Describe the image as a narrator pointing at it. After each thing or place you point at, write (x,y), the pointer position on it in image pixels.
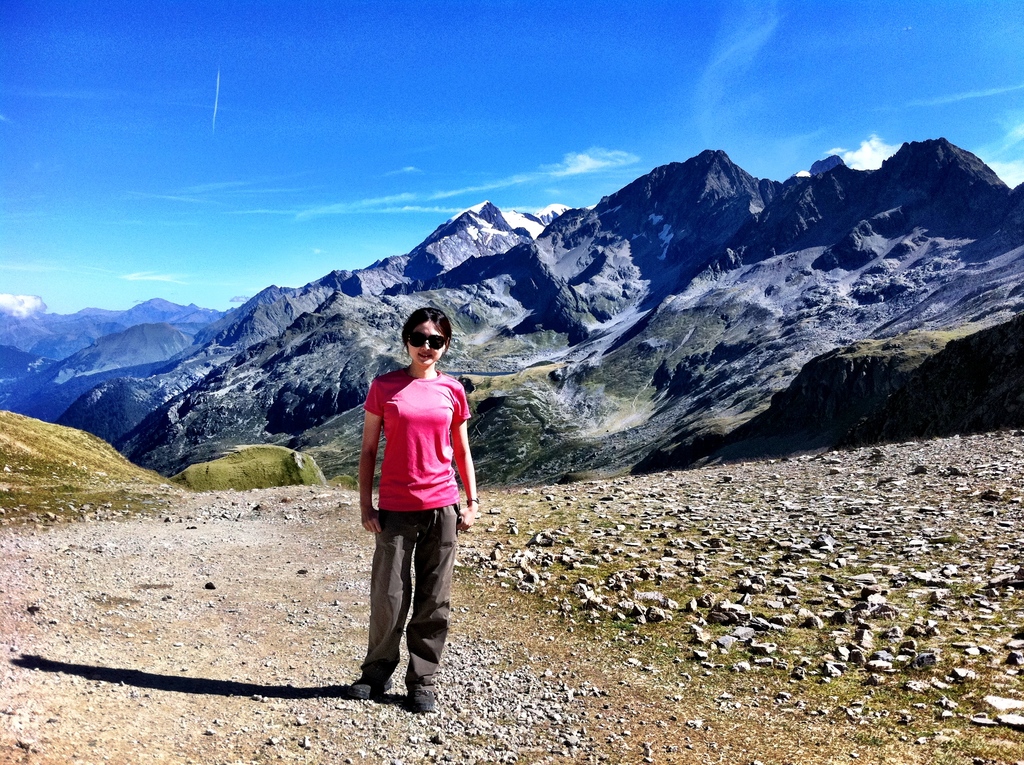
In this image, we can see a woman (398,555) is standing and smiling. She wore goggles (427,343). Here we can see stones (450,726) and walkway (233,605). Background (1014,384) we can see hills (347,433) and sky (576,202).
